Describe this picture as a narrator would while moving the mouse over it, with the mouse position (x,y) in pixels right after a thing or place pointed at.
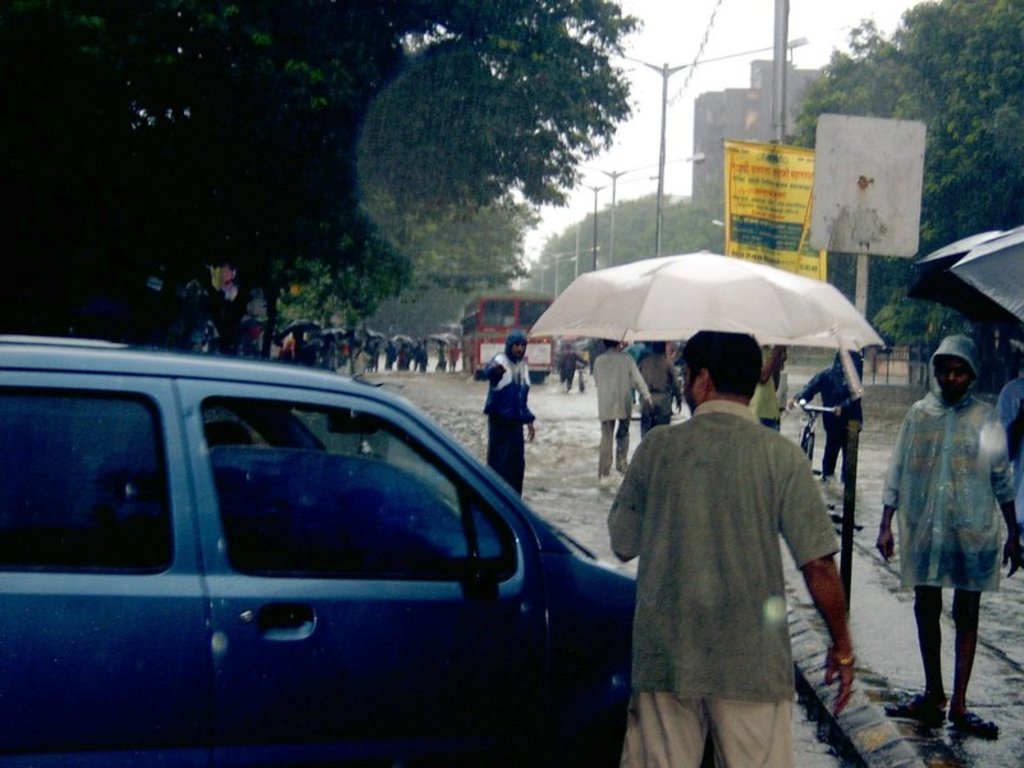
In this image we can see a group of people (899,460) standing on the ground (886,449). Some persons (729,506) are holding umbrellas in their hands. Some vehicles (581,580) are parked on the ground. On the right side of the image (792,207) we can see a banner (774,204) with some text (770,173), sign board (847,241). One person (843,428) is holding a bicycle (817,414) with his hands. In the background (537,266), we can see group of light poles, group of trees (359,177), building (698,138) and the sky (658,60).
